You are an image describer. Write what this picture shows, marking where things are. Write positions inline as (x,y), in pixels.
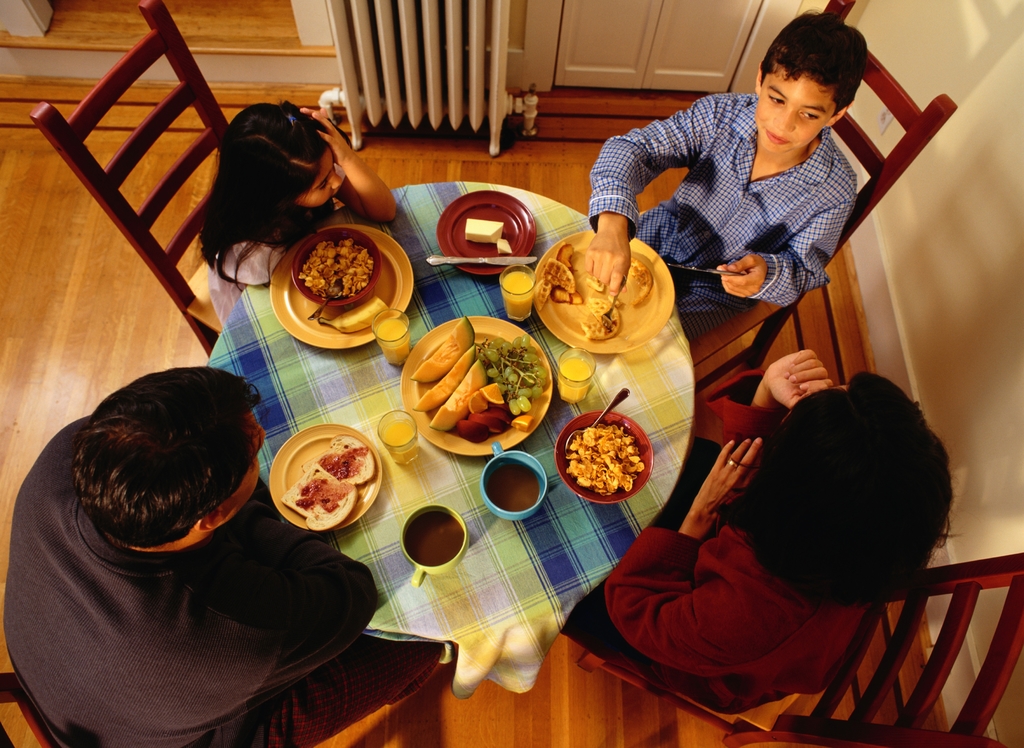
This Picture describe about the top view of the room (1002,129) in which a group of two children (813,143), woman (744,578) and a man (212,559) sitting on the dining table (634,392) and having the breakfast (595,329). In middle (357,459) we can see table (625,524) on which corn flake (604,477), bread (343,504) with jam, fruits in the plate (466,445) etc. A boy (766,235) wearing blue shirt (707,253) is sitting and eating the food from the plate (620,302) and a girl (232,225) wearing white top (245,263) is resting her head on her hand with corn flakes (353,251) in bowl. Behind We can see white door (649,39) and white wall (892,16) around them with wooden flooring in down.
